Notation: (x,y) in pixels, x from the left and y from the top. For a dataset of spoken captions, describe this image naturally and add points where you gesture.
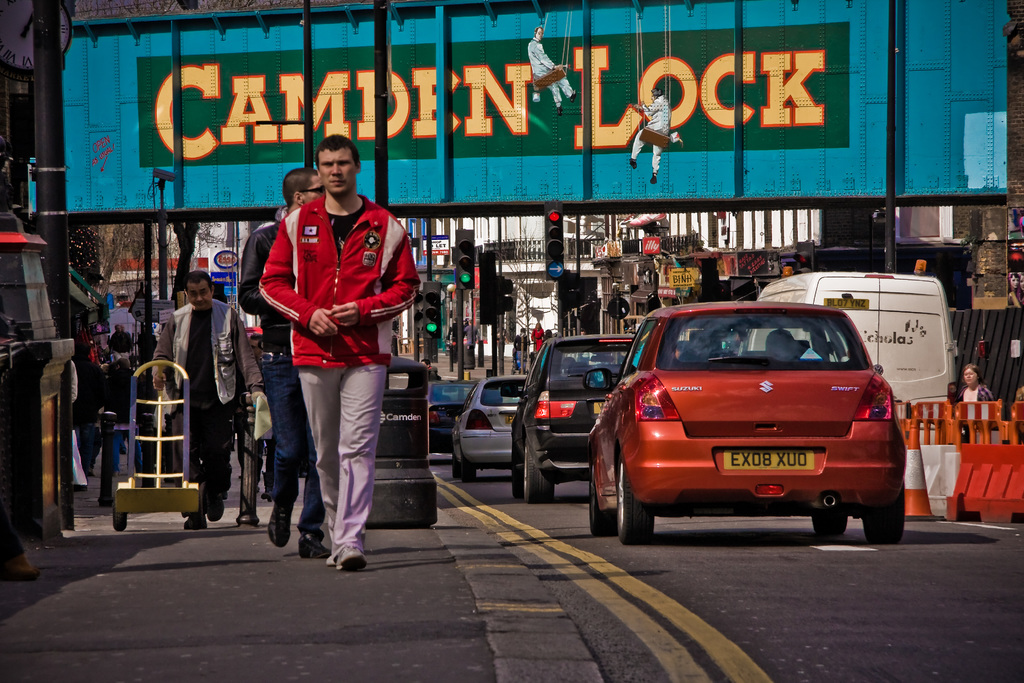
On the left (229,452) there are few people (208,496) walking on the road (6,645). In the background (54,148) there are poles (57,251), traffic signal poles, hoardings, buildings (541,311), vehicles (650,435) on the road (893,594), traffic cones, divider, trolley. In the background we can see few people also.
